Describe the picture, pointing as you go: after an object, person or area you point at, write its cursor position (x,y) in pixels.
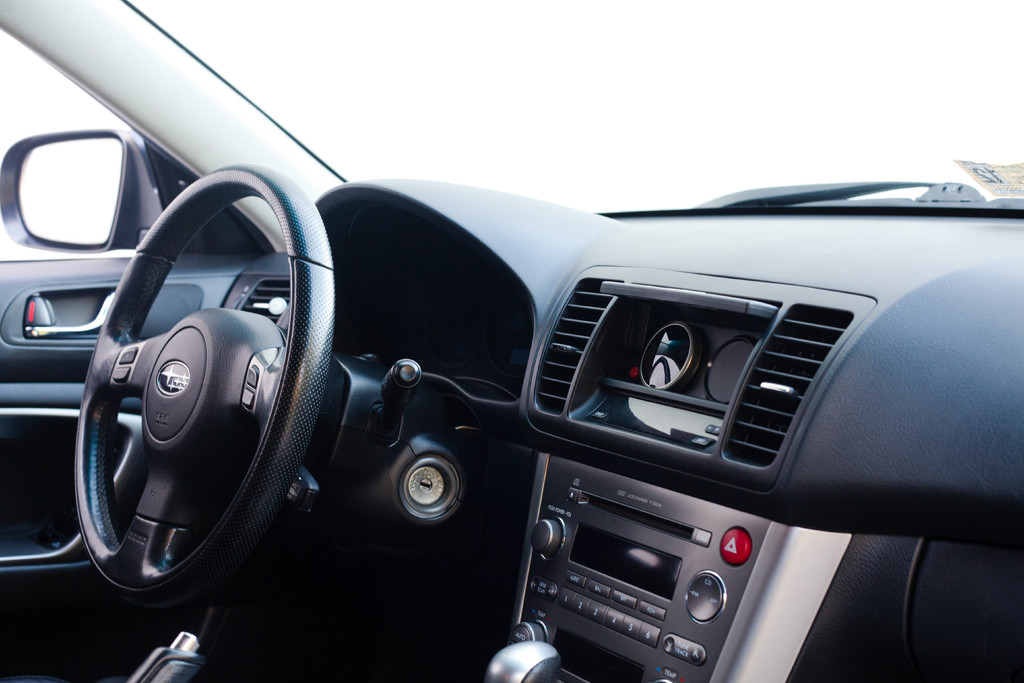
This picture is consists of inside view of a car (250,378), which includes steering (249,332), mirror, and other parts (67,602).
